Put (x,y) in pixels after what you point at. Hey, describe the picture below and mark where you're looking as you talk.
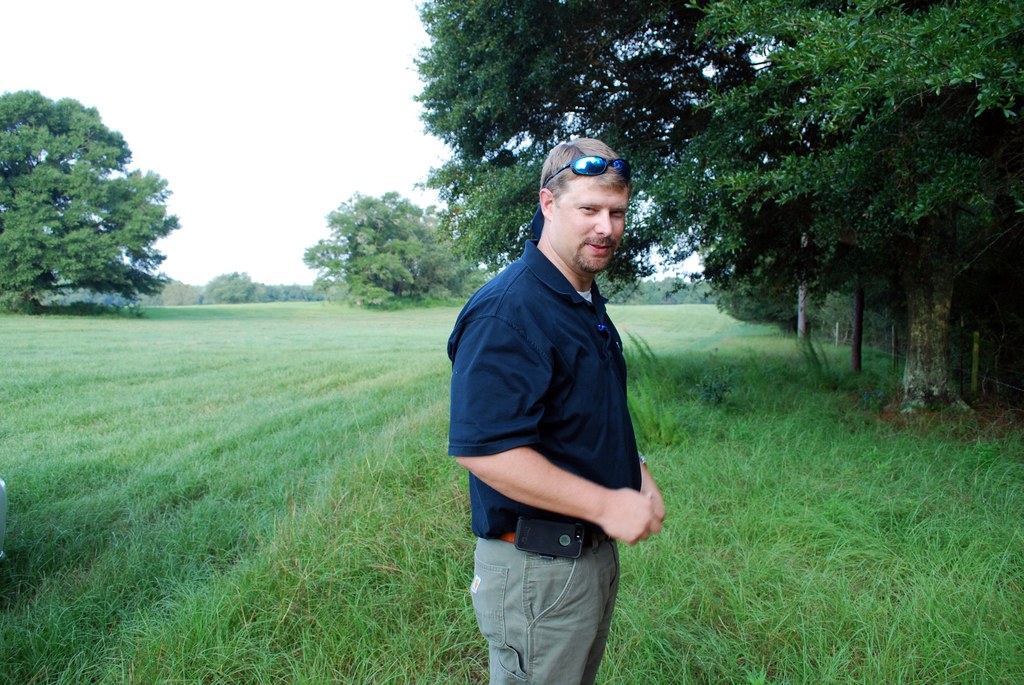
In this image we can see a person (535,356) keeping goggles (575,167) on the head (561,174). On the ground (303,471) there is grass (694,567). In the back (744,197) there are trees (21,216). Also there is sky (261,86).
